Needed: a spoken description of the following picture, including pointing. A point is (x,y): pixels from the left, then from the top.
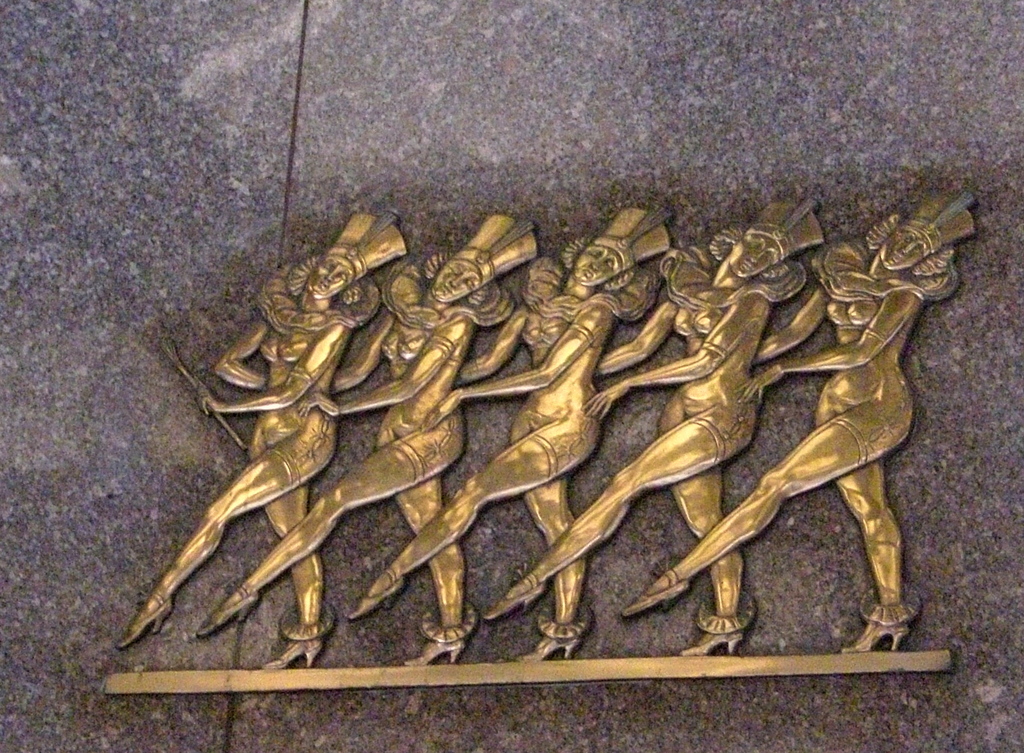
In this picture we can see a statue (290,354) of five women (888,325) and this statue (313,429) is placed on a surface (148,358).
